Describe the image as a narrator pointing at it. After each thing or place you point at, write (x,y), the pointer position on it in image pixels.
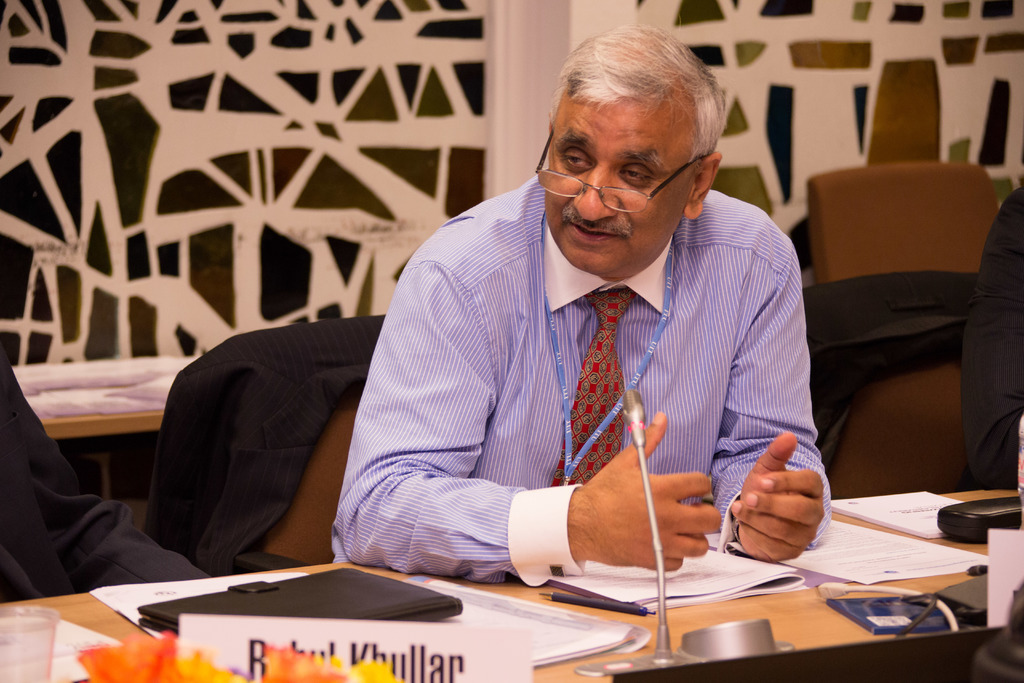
In this image we can see a person (635,377) sitting on a chair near the table (747,606) and there are few papers (680,572), a name board (518,644), a mic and few objects (974,537) on the table (766,617) and a wall (287,214) with design (371,70) in the background (389,117).
